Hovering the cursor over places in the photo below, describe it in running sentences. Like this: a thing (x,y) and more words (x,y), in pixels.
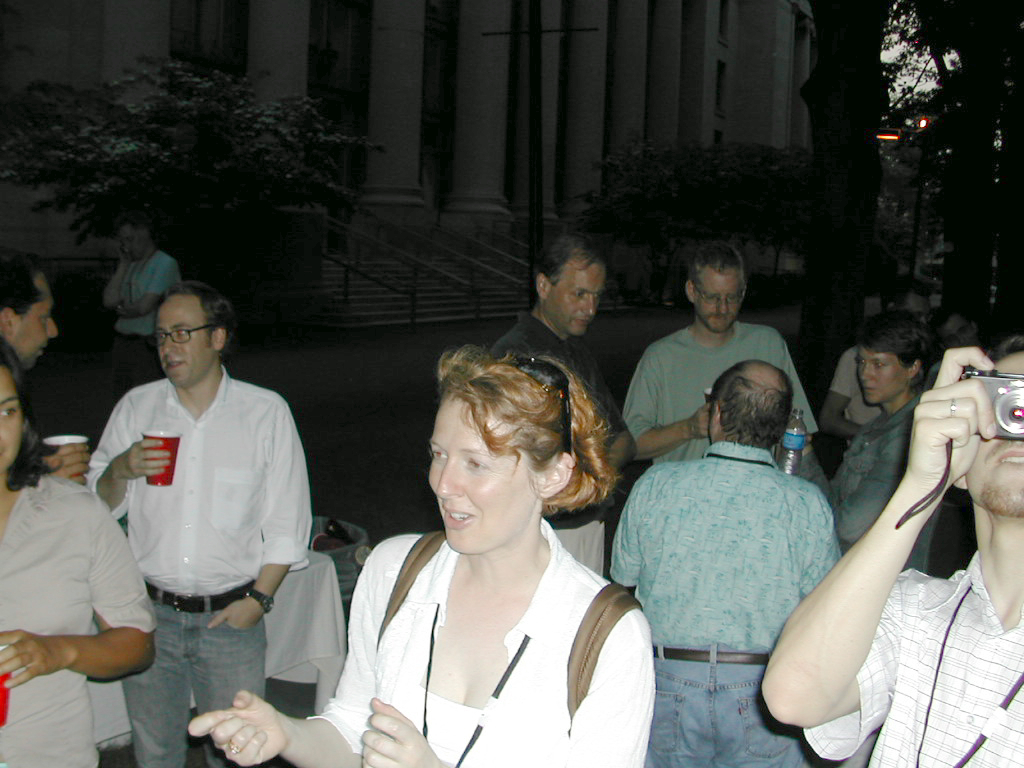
In this image there a few people (257,544) standing. They are holding glasses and bottles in their hands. There is a table (321,571) behind them. To the right (890,569) there is a man (1008,449). He is holding a camera (1007,418) in his hands (979,391). In the background (574,57) there are trees (860,169), a building (522,87) and poles (535,124). There are steps (423,249) to the building (455,224). There is a railing (349,274) beside the steps (402,288).
